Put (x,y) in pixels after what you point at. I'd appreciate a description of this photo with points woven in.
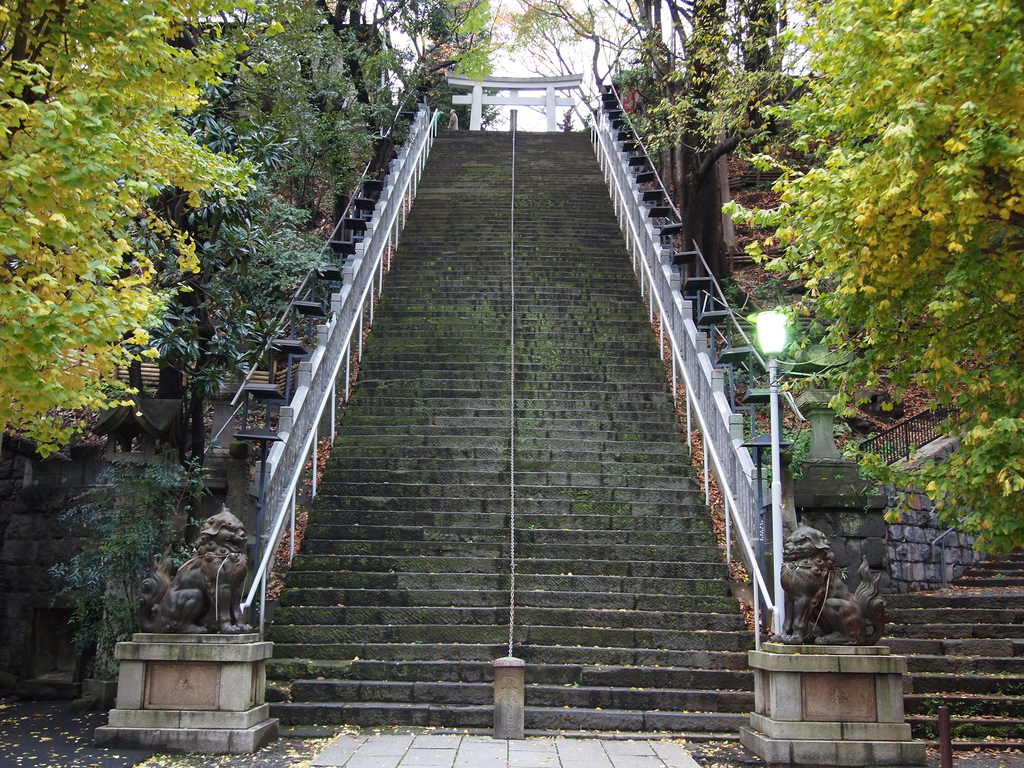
In this image there are stairs (605,440), iron rods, pole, light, trees (939,101), sculptures (806,597), an arch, and in the background (792,5) there is sky (563,27).
